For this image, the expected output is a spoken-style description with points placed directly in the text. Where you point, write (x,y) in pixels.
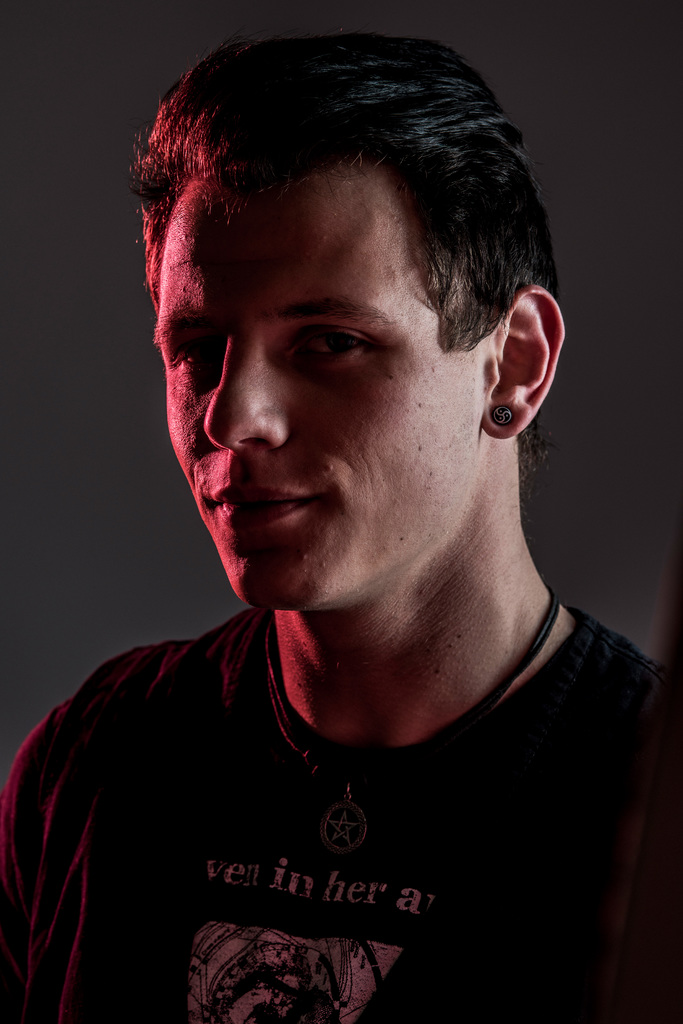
In this image, we can see a man (556,720) wearing a black color shirt (301,897). In the background (601,124), we can see black color.
